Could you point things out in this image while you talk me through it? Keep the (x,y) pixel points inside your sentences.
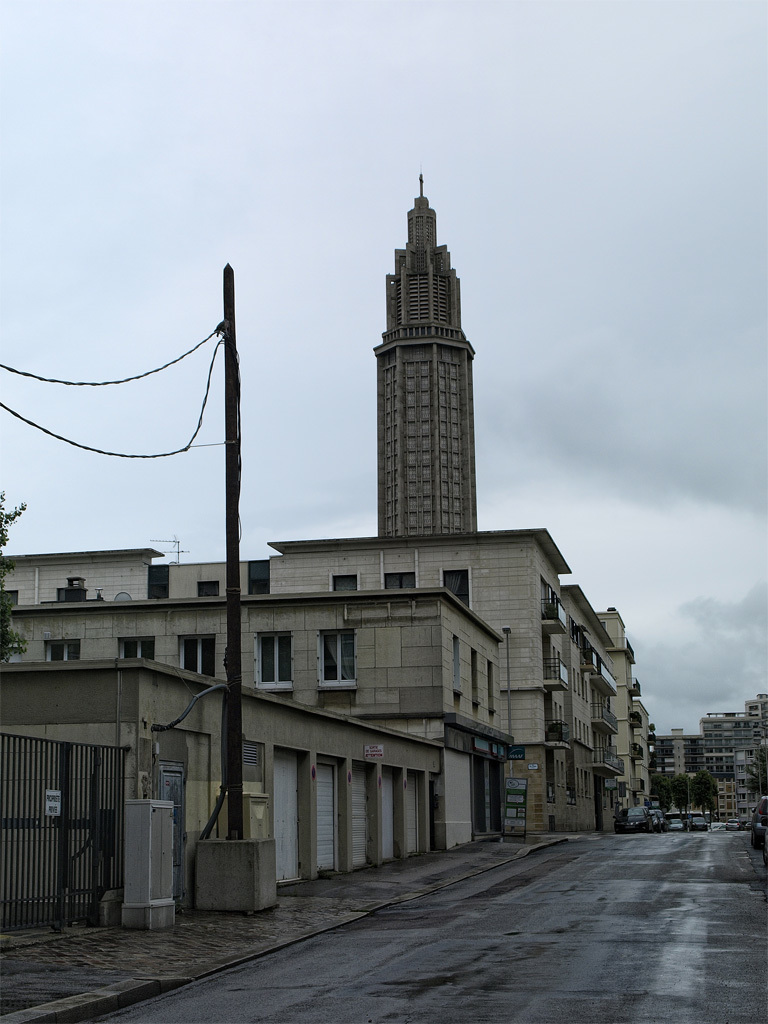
To the bottom of the image (590,934) there is a road (573,917). To the left side of the image (133,965) there is a footpath (175,956). Beside the footpath (206,948) to the left corner (77,845) there is a gate (76,836). Beside the gate (76,836) there are many stores (353,795) with shutters (359,787). And also there are buildings (409,651) with windows (355,655), walls (397,549) and pillars (303,799). And also there is a pole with wires (211,369). In The background (760,742) to the right side (713,761) there are buildings (722,748) and trees (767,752). To the top of the image (262,209) there is a sky (378,238) with clouds (262,170).
